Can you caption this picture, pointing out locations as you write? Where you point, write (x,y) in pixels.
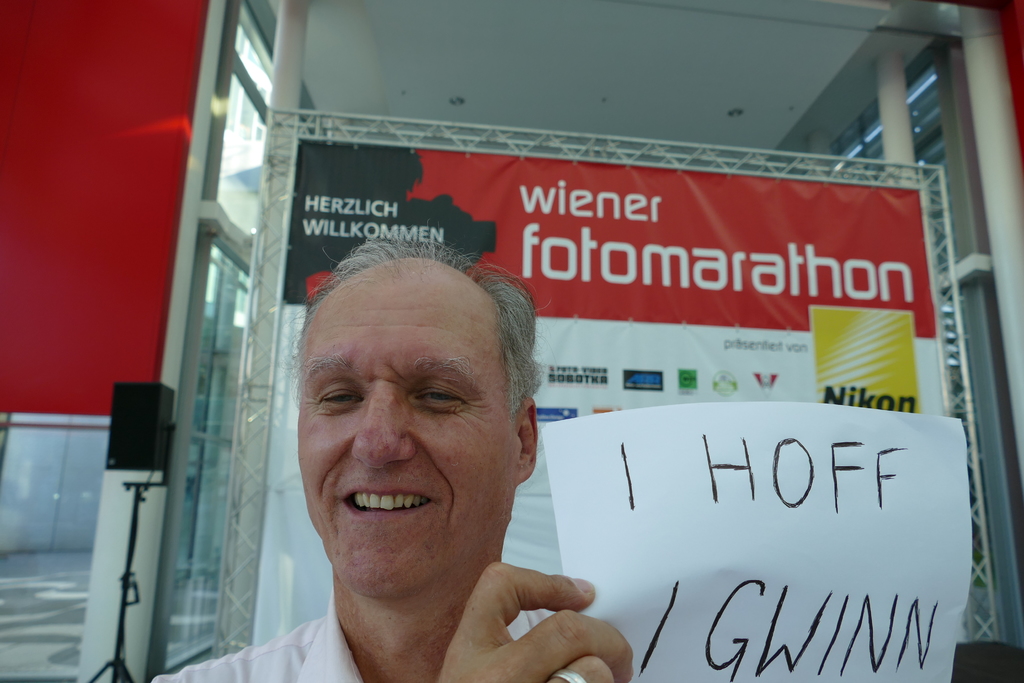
In this picture I can see a man (584,620) smiling and holding a paper (929,626), there is a speaker (122,424) with a stand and there is a banner truss (991,599).
